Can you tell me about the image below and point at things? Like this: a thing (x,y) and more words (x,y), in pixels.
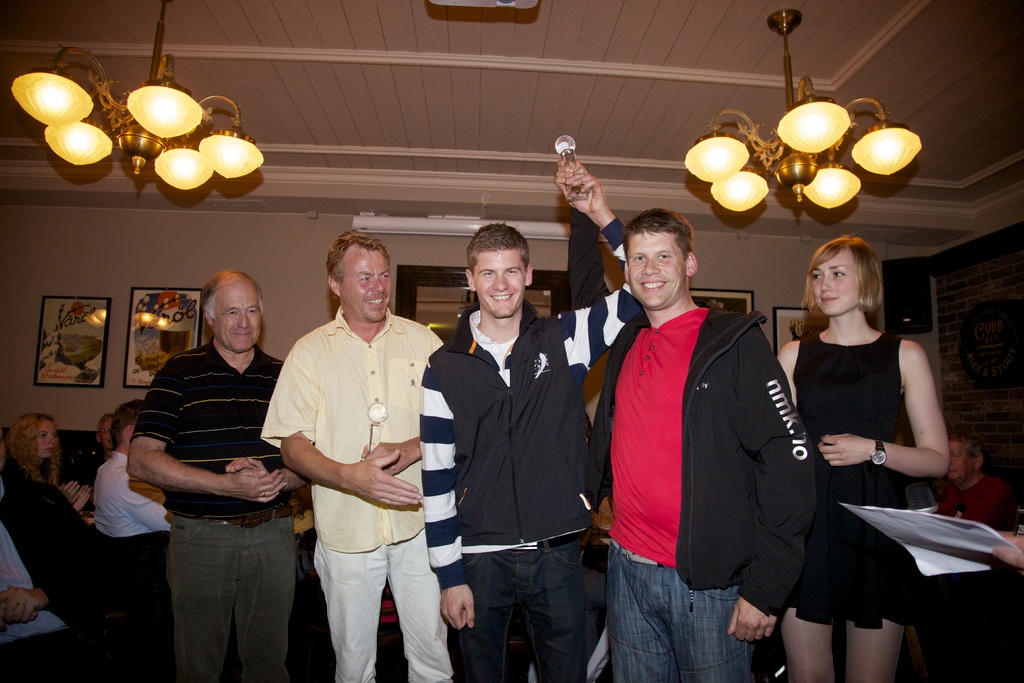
In this picture I can observe five members (536,345) standing on the floor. All of them are smiling. Four of them are men (402,354) and one of them is a woman (844,441). I can observe chandeliers (744,174) on either sides of the picture. In the background (24,423) there are some people (46,458) sitting in the chairs (109,558) and I can observe photo frames (102,348) on the wall (131,252).
